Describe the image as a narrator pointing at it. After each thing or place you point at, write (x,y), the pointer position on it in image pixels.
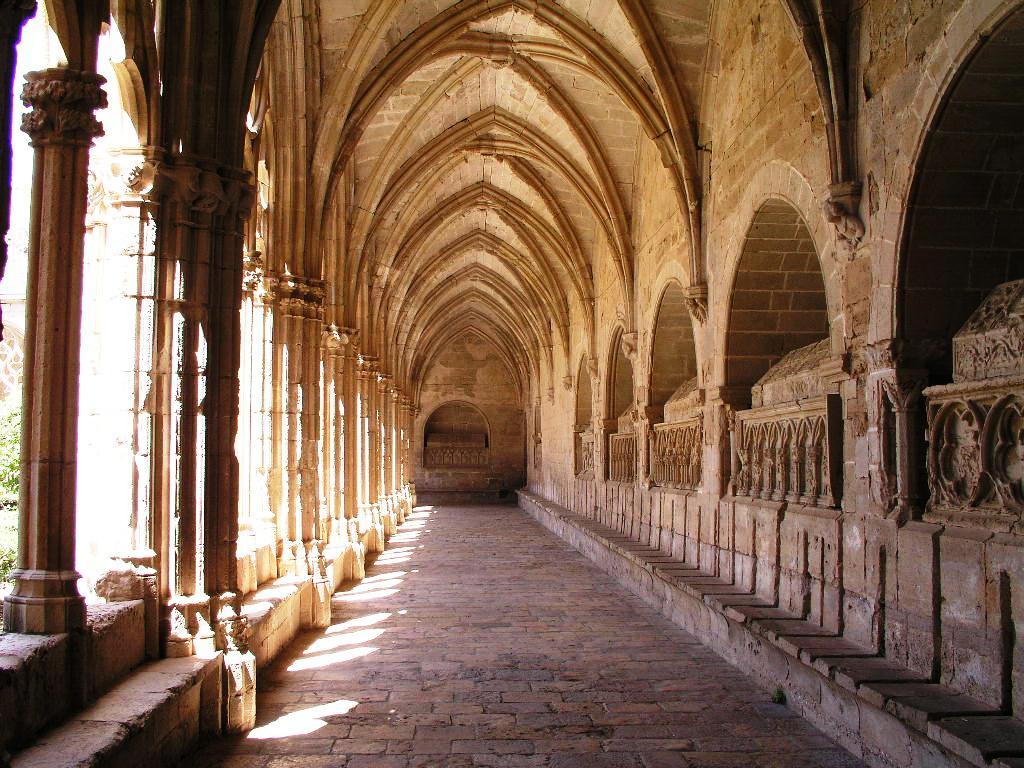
This picture shows the inner view of a Reial monestir de Santes Creus (446,346) and some trees (14,490).
